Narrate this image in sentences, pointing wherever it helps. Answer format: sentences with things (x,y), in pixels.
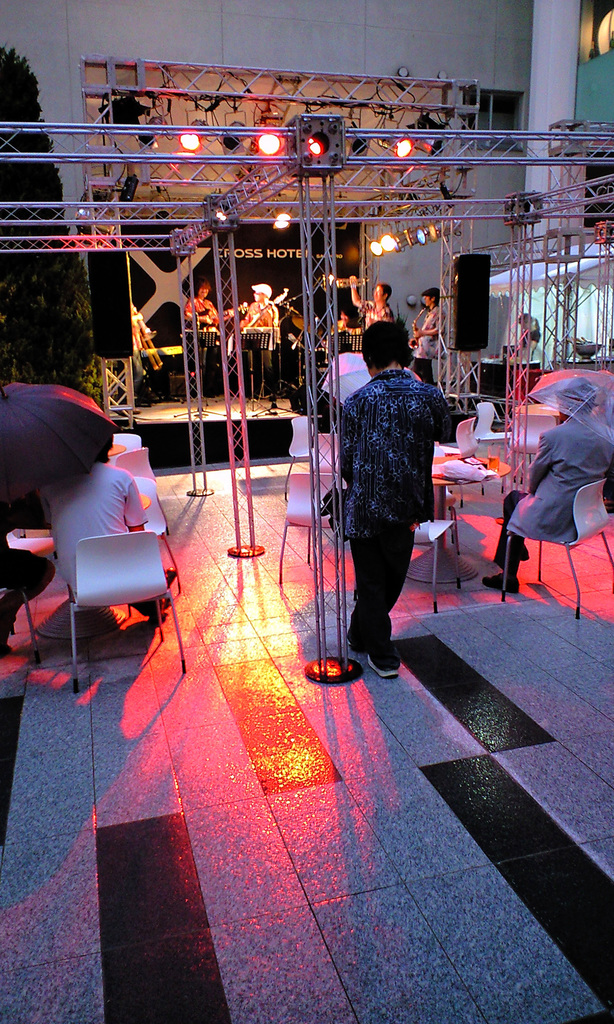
In the center (363,546), a person (404,575) standing. Beside him, there is a person (575,458) sitting and watching group of persons (432,310) who are on the floor (233,402). And they are holding musical instruments (213,323). On the left hand side (47,515), two more persons (47,515) are sitting and holding an umbrella (32,476). In the background (151,284), there are lights (182,150), poster (165,253), wall (501,10), pillar (550,13) and a plant (22,164).
